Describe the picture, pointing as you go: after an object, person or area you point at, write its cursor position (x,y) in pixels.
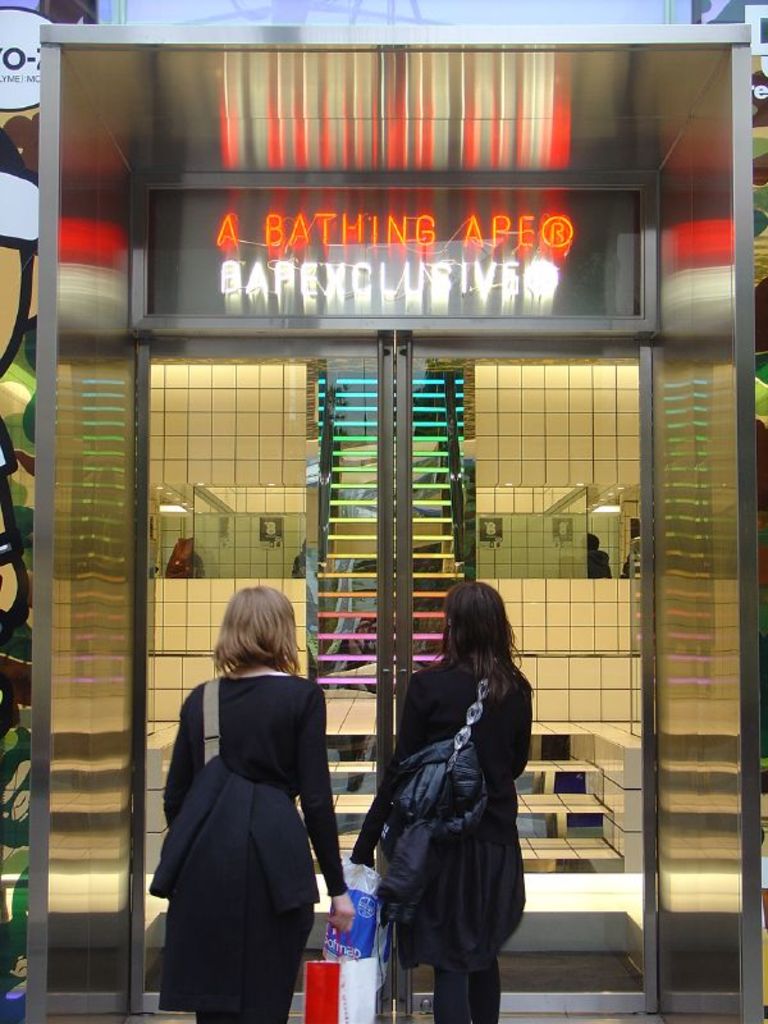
In this image there are people (418,717), door (380,543), glasses (364,536), steps (533,729), tile walls (539,440), digital board (408,305) and objects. In the front of the image (483,972) two people (522,744) are holding objects (331,979).
